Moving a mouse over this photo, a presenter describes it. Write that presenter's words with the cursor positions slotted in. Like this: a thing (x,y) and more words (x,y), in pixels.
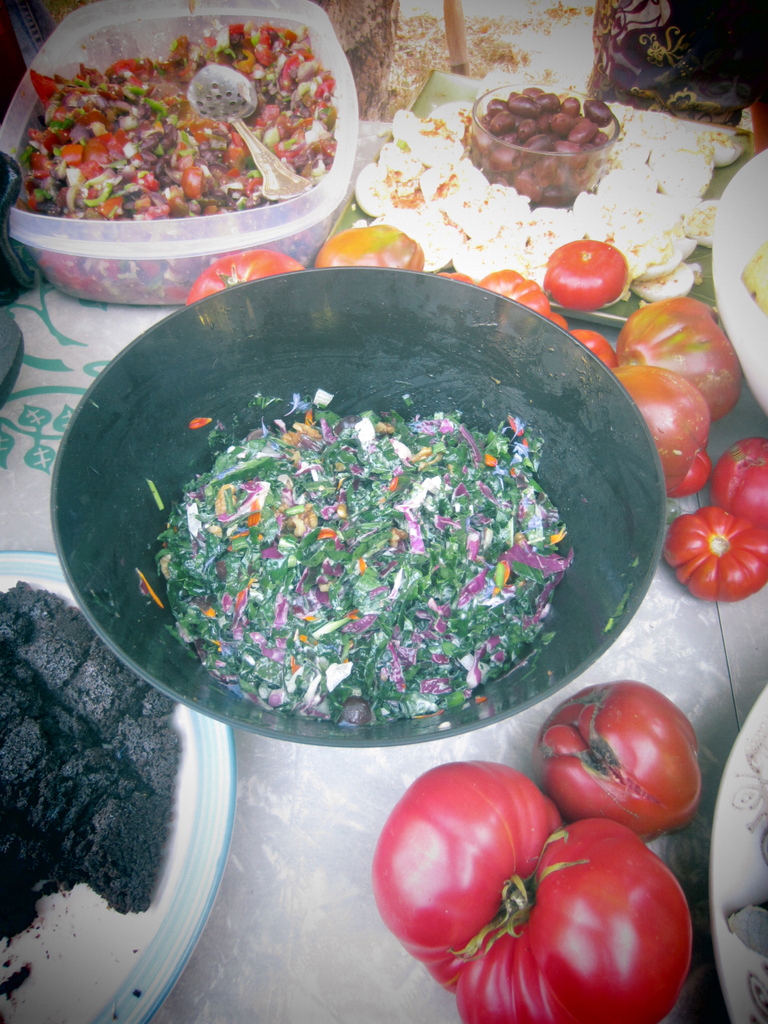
There are few tomatoes (574,829) and eatables (194,504) placed on a table (716,437).
